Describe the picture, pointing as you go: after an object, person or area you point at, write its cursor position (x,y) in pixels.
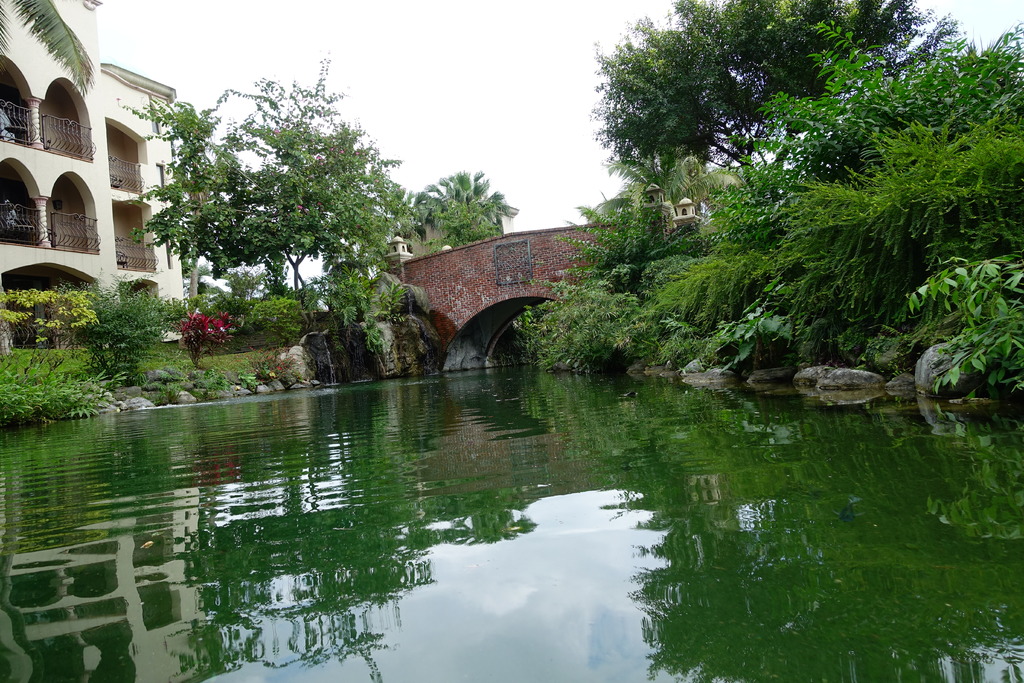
In this picture we can see a pond (560,491), side we can see some trees (815,337), plants (213,332) and some stones (148,375) along with building (87,206).
